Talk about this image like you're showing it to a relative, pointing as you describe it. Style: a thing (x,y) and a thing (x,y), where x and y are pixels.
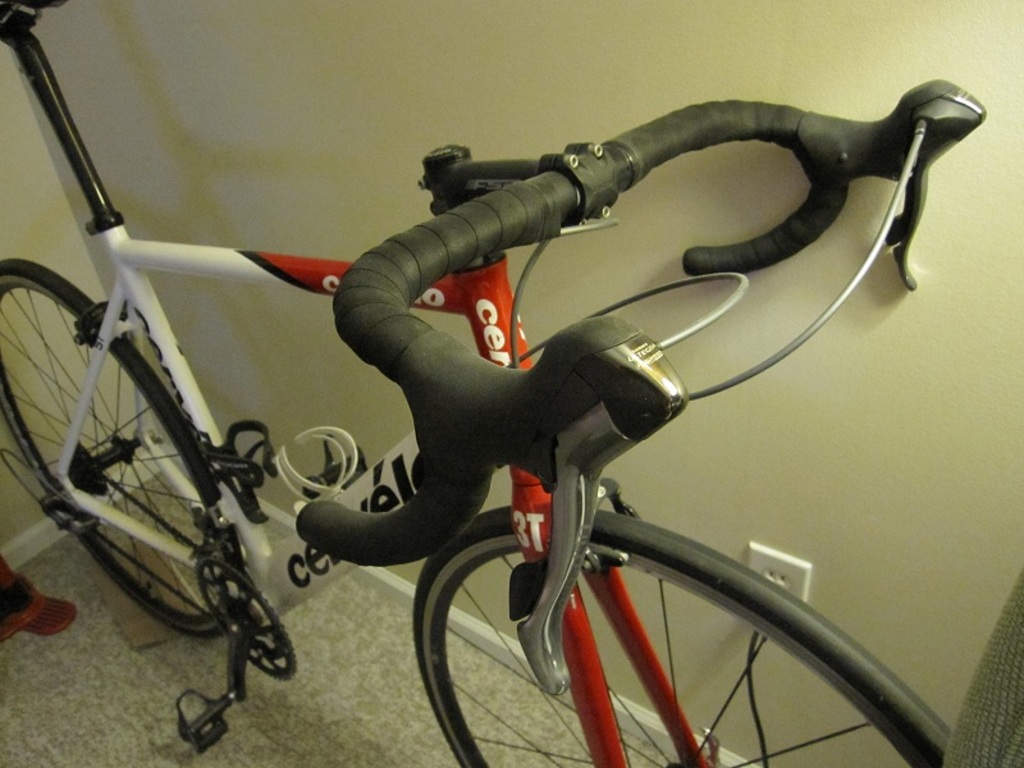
In this image there is a bicycle (364,525) as we can see in middle of this image (644,265) and there is a wall (526,147) in the background (470,88) and there is floor (206,685) on the bottom left side of this image (131,679).
